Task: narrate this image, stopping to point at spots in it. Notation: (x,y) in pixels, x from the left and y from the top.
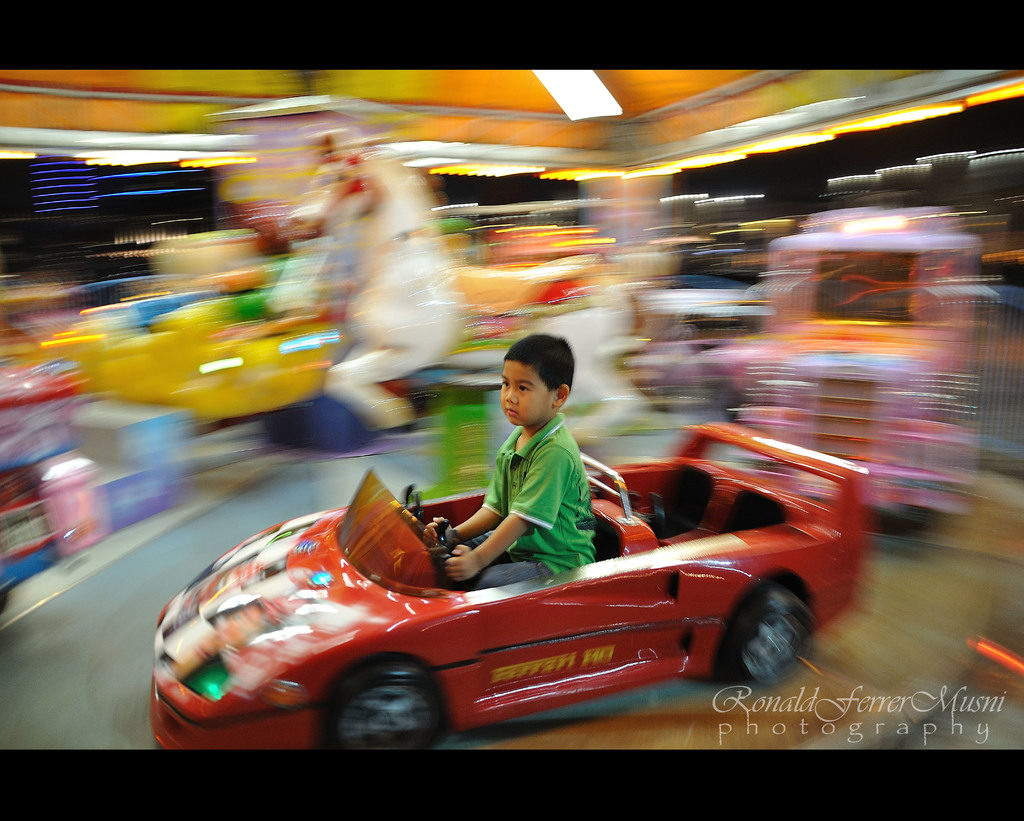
In this picture there is a boy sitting in toy car (506,634) and in the background (550,259) there are many toys (299,363) and there some light (564,103).
